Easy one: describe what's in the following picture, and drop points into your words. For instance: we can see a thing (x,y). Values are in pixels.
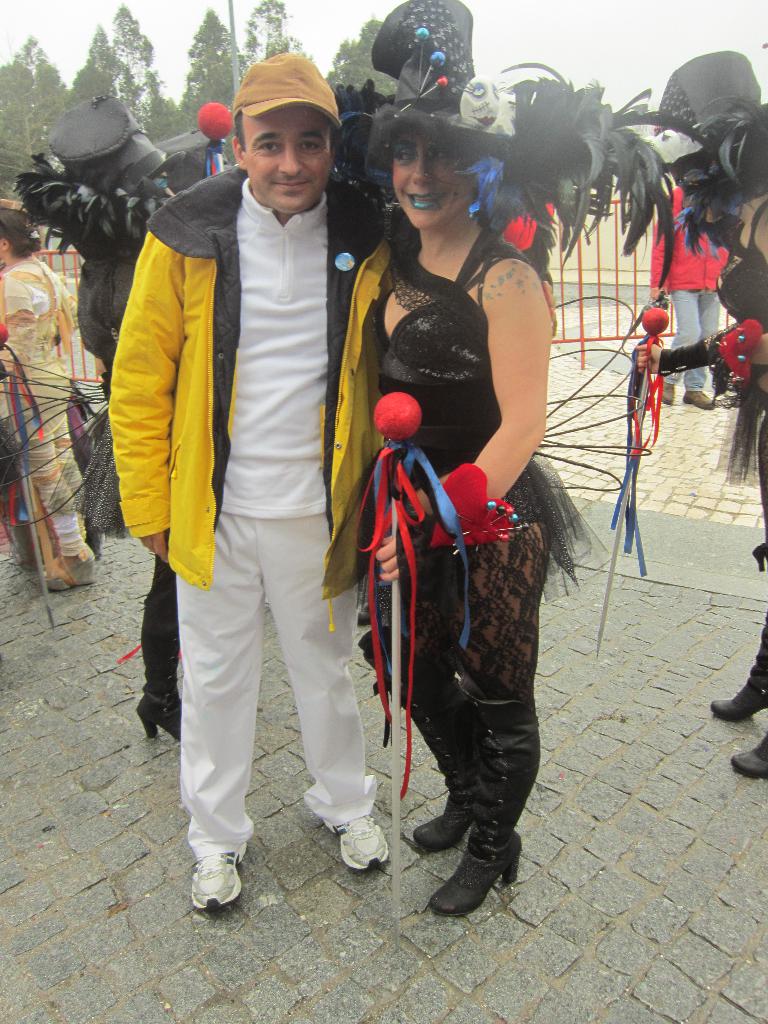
In this there is a woman (482,777) who is wearing black dress (398,326) and holding a stick (399,496). Beside him there is a man (298,246) who is wearing cap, jacket (148,320), t-shirt (284,515), trouser (296,552) and shoe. Behind them there is a person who is wearing a red jacket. On the left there is a woman (71,535) who is standing near to the fencing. In the background (57,101) i can see many trees (214,84) and a pole (231,60). At the top (602,31) there is a sky (564,38).
